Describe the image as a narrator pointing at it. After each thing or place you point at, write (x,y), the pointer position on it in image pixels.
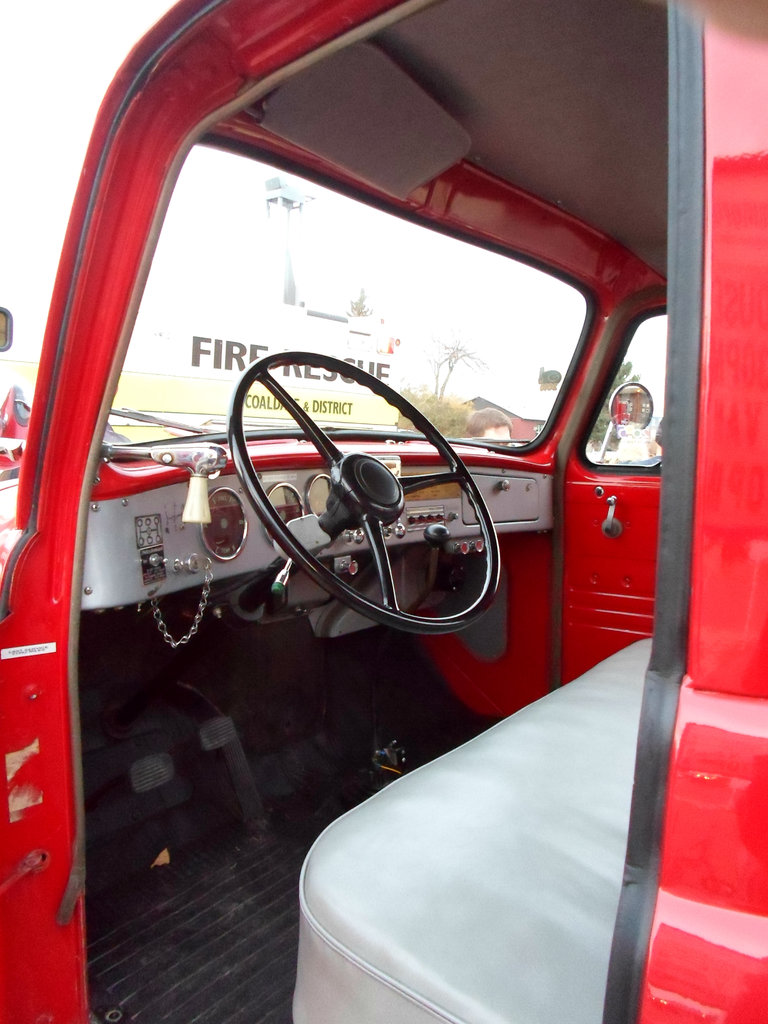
In this image we can see an object (207,14) in which a seat (428,869), steering (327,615) and electric meters (241,538) are there.
